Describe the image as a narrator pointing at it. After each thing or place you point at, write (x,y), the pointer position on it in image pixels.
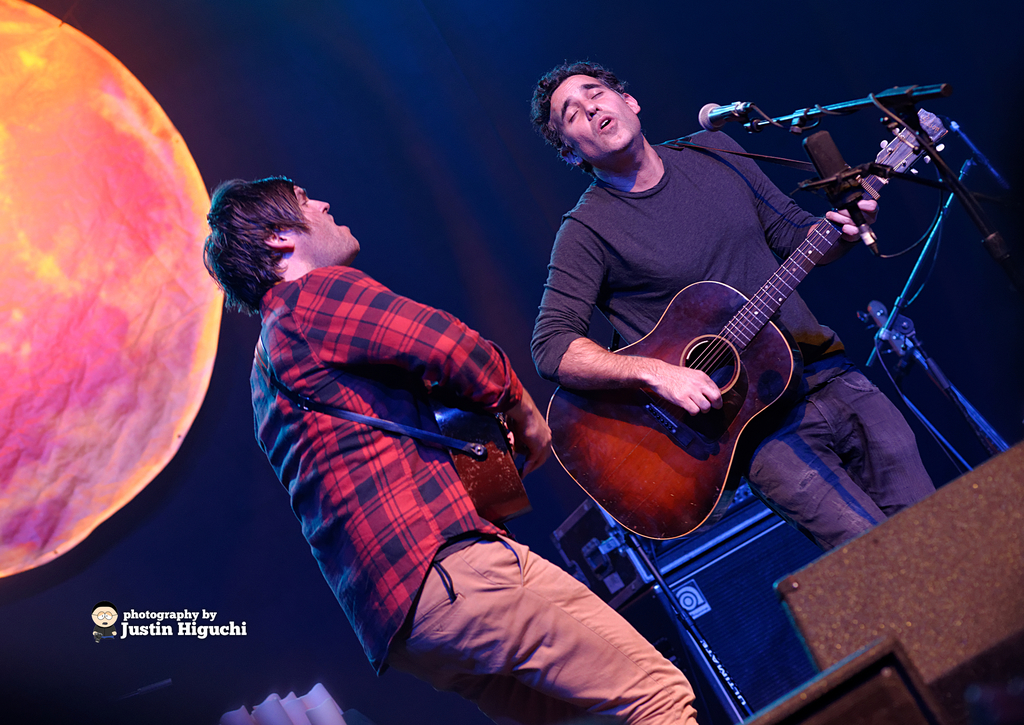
It looks like a music concert there are two men (411,387) both of them are holding guitar (584,417) and playing, the man (624,293) who is wearing black shirt (632,262) is also singing a song there is a mic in front of him, in the background (627,569) there is a music system (686,589) and also orange color setting (79,183).
